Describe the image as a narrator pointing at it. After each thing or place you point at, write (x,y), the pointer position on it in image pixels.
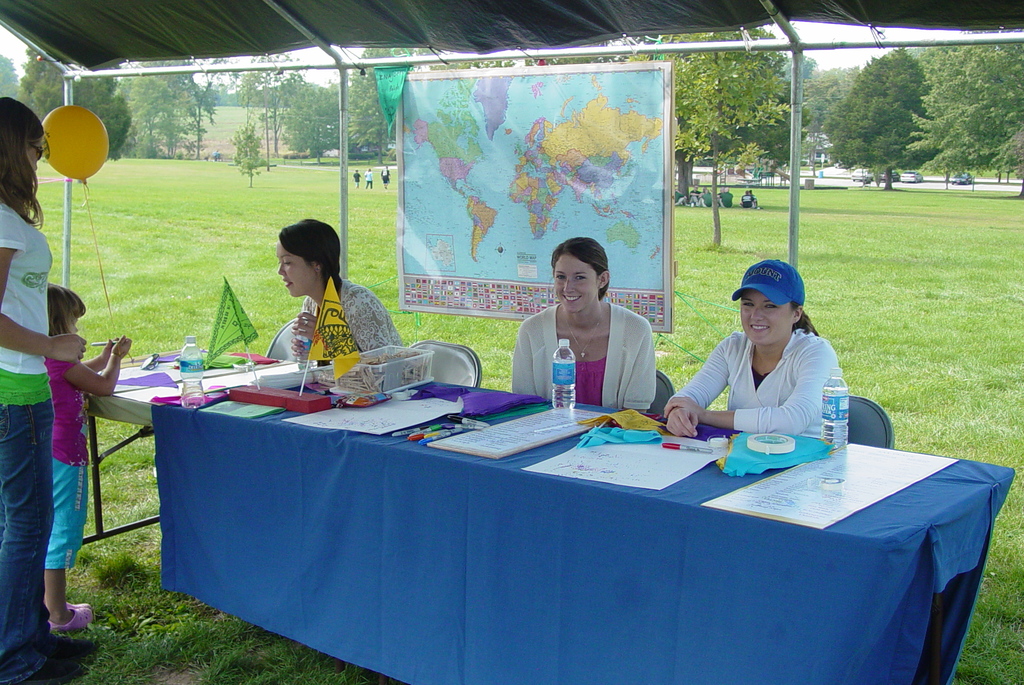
In this picture there are three women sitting on the chair (288,331), smiling and giving a pose. In the front side (748,483) there is a blue table (875,548) on which some white paper (641,484), water bottles (830,419) and small flags (324,333) are placed. Behind there is a blue color world map banner (428,272). In the background (140,132) we can see the garden (131,229) and some trees (741,150). On the left (60,482) front corner there is a small girl (66,411) and a woman (21,336) standing near the table (115,395).
